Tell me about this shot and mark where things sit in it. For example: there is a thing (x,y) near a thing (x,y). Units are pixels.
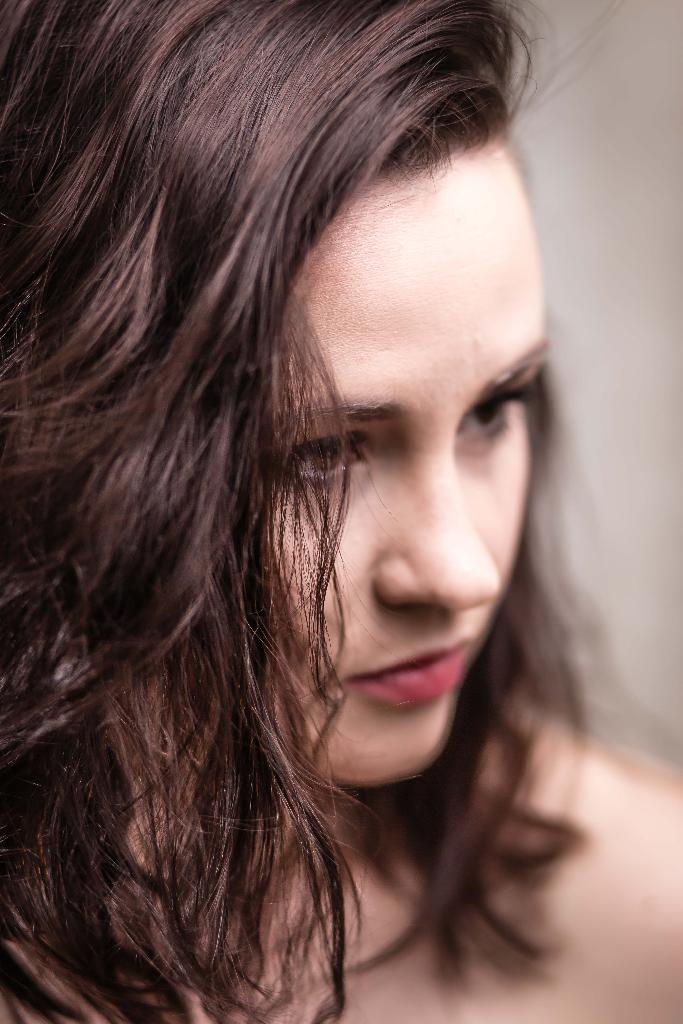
This image consists of a girl (281,534). The background is blurred.
